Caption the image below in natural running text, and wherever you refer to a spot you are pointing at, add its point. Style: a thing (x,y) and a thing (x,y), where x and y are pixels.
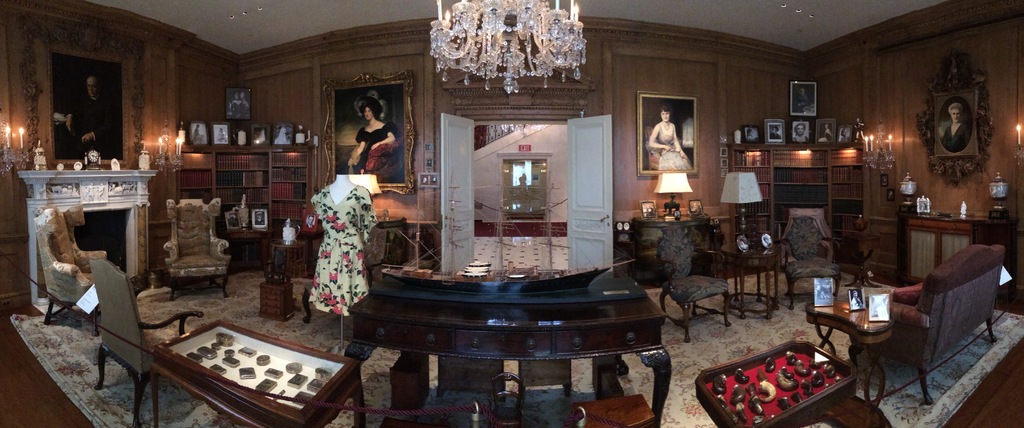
This is an inside view of a room (627,160). In the middle of this room (484,304) I can see a table (512,341). On the right side (841,310) there is a couch (942,278), tables (857,332), chairs (686,298) are placed on the floor (739,337). On the tables (656,223) I can see some photo frames (879,303) and other objects (910,206). Some more photo frames (679,145) are attached to the wall (698,93). On the top (491,27) I can see a chandelier (437,36). On the left side (191,207) also there are some chairs (75,254) and tables (179,361) are placed on the floor (228,318). Here I can see a frock (331,241) to a mannequin (333,196). In the background (285,188) I can see rack (272,186) which is filled with the books (286,183). On the top of it I can see few photo frames (222,135) and candles (244,137). Here also some photo frames (101,103) are attached to the wall (190,85). In the background (460,180) there are two white color doors (469,169).
